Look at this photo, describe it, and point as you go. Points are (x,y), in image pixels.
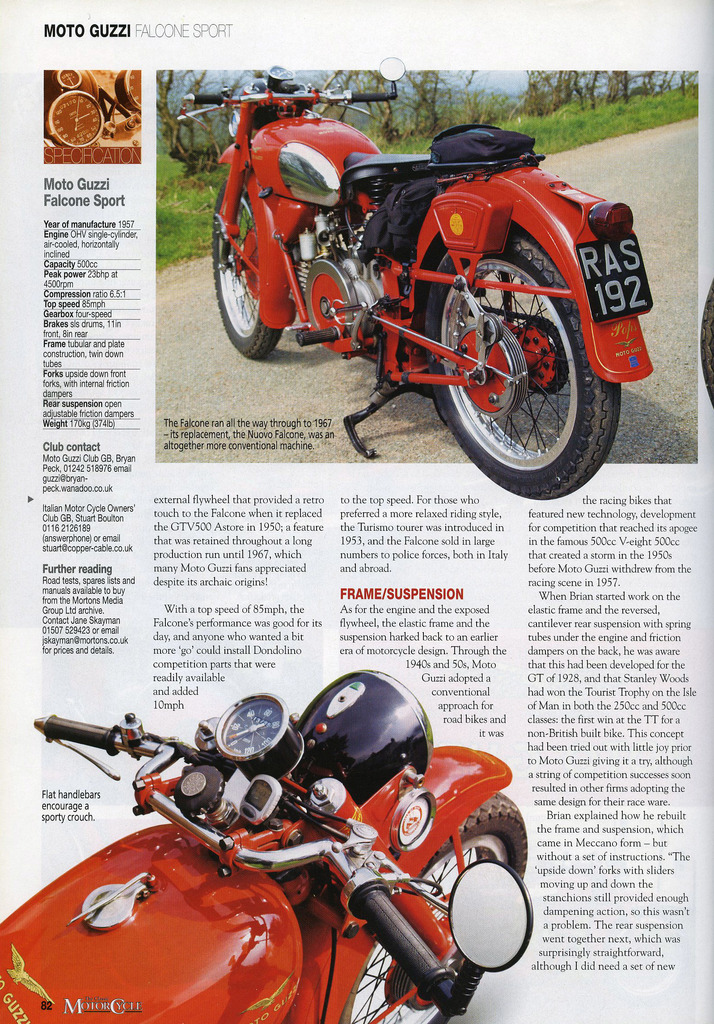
In this image I can see two bike (363,814). They are in red and black color. We can see number plate (601,305) and mirrors (454,936). Something is written on it. Back I can see trees (554,94) and green grass (587,127).
